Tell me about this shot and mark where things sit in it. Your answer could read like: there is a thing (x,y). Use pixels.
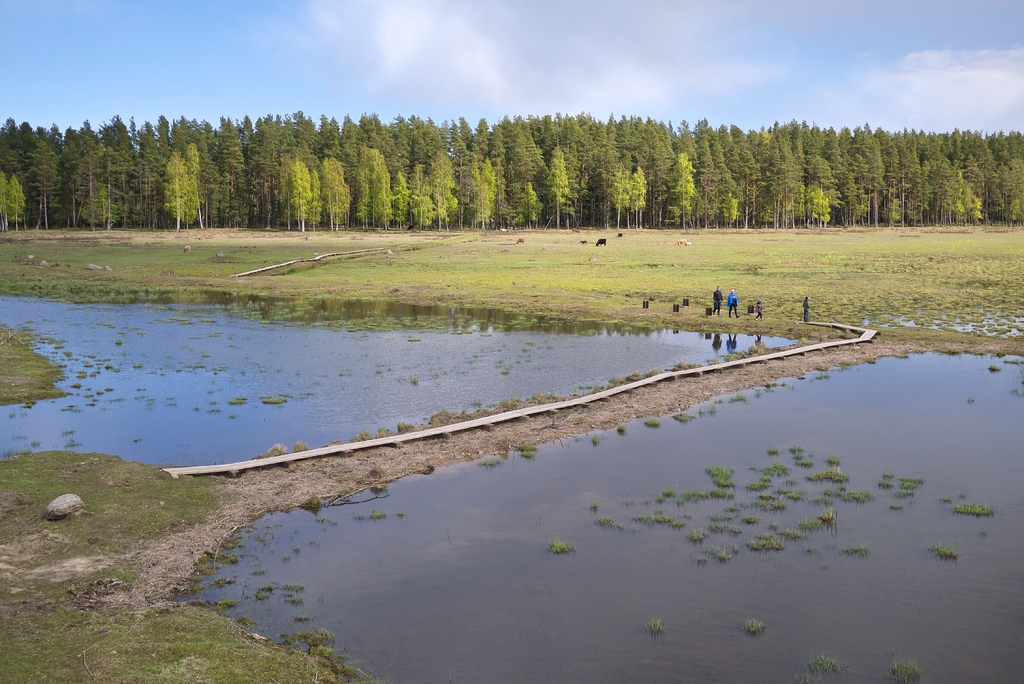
In this image we can see lake (645,440), grassy land (113,286) and so many trees (554,184). At the top of the image (377,51) sky (103,56) is there with some clouds (466,56).
